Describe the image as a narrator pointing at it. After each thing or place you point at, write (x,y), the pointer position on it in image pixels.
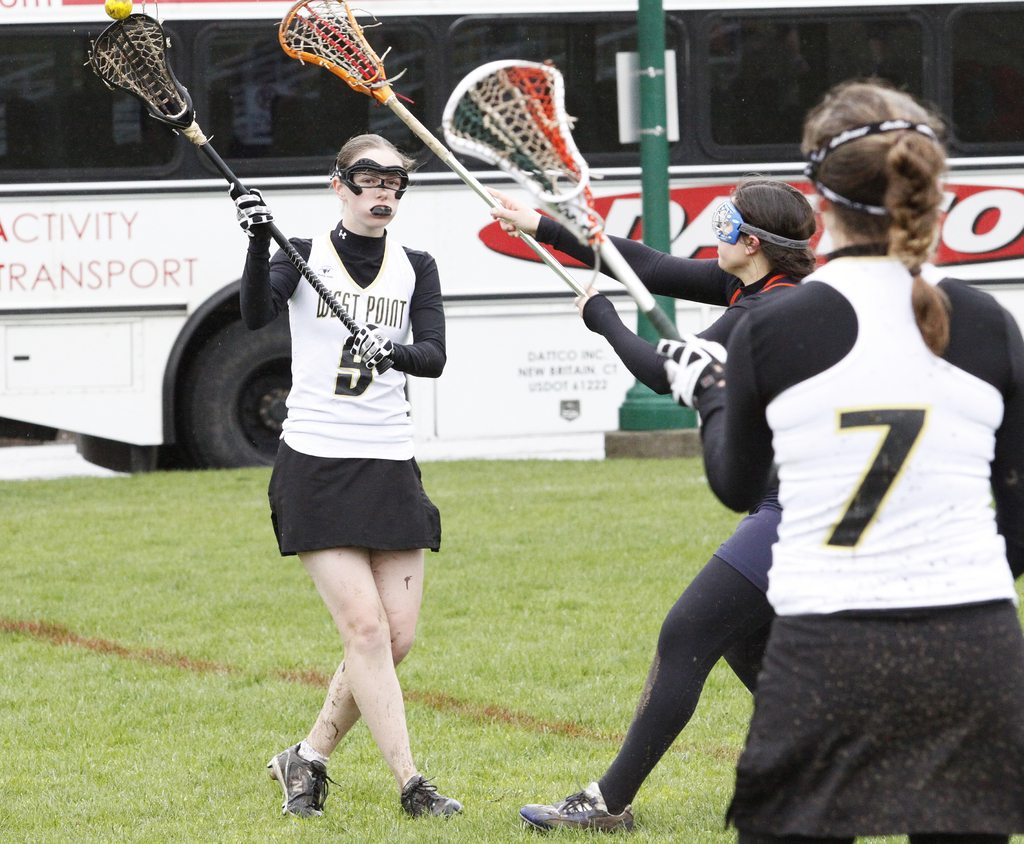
In this picture we can see three ladies (906,714) are playing and holding the sticks (468,149). At the top of the image (217,171) we can see a bus (55,205), pole (654,52), board (637,96) and ball (120,10). In the background of the image (502,720) we can see the ground (468,706).
